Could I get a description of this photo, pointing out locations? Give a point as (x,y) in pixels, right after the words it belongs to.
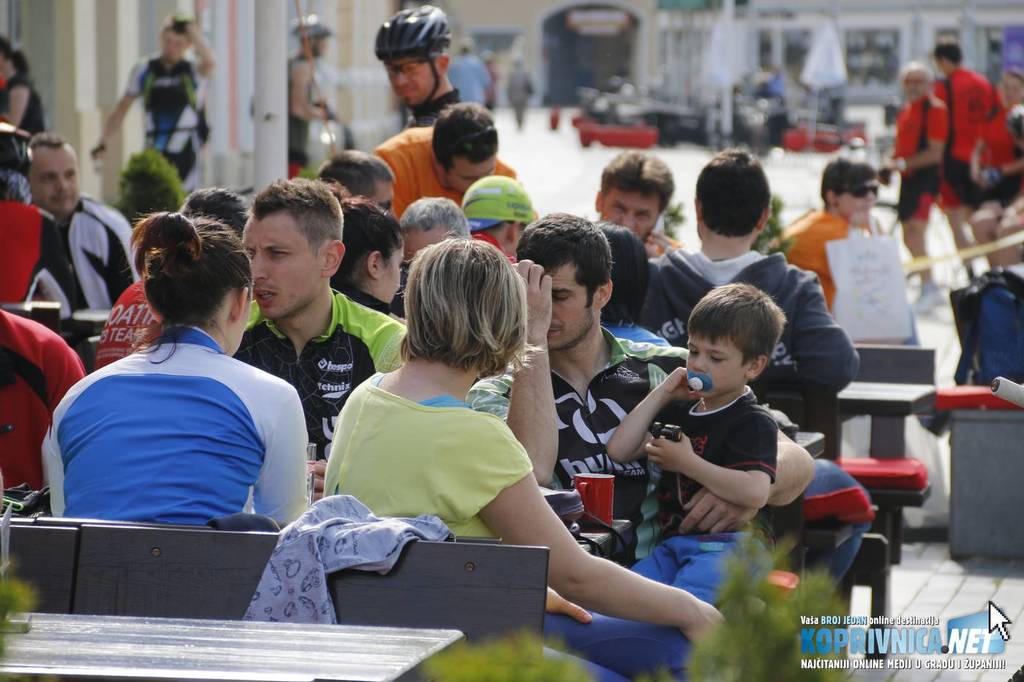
In this image there are some persons (541,404) sitting on the benches (256,585) as we can see at bottom of this image (460,466) and there are some persons (189,92) standing in the background (970,134) and there is a building (665,64) at top of this image (594,54) and there is one watermark (866,627) place at bottom right corner of this image (864,645).
